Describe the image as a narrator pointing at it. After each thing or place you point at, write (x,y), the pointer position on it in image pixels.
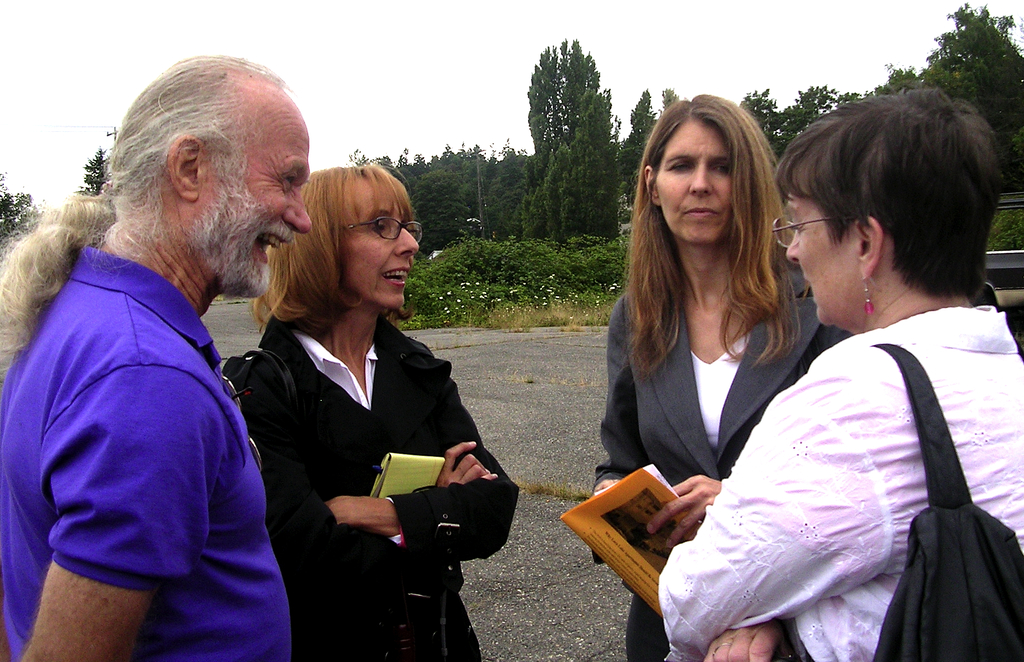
In this image we can see four people (400,370) standing on the road (490,564), one vehicle (1017,257) on the road (603,331), two people (371,453) with spectacles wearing black bags (971,570), some plants (473,282) with flowers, two people (358,457) holding objects (649,546), some trees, bushes (448,279), plants (464,272) and grass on the ground (559,502). At the top (65,189) there is the sky (116,107).
